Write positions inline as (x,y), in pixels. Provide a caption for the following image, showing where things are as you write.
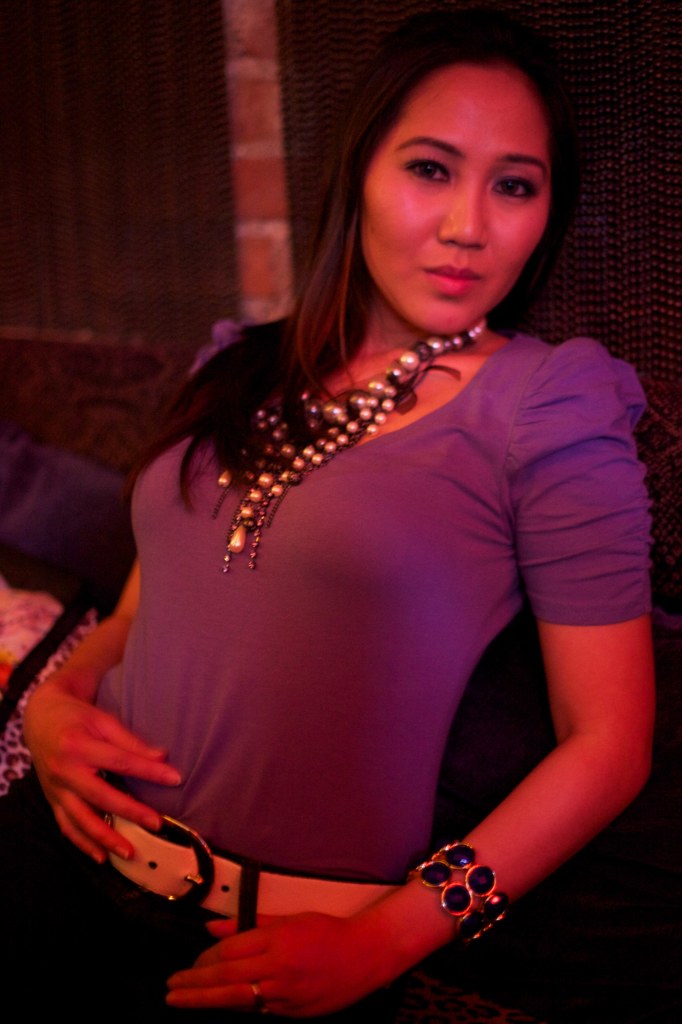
In this image we can see a woman (366,325).
